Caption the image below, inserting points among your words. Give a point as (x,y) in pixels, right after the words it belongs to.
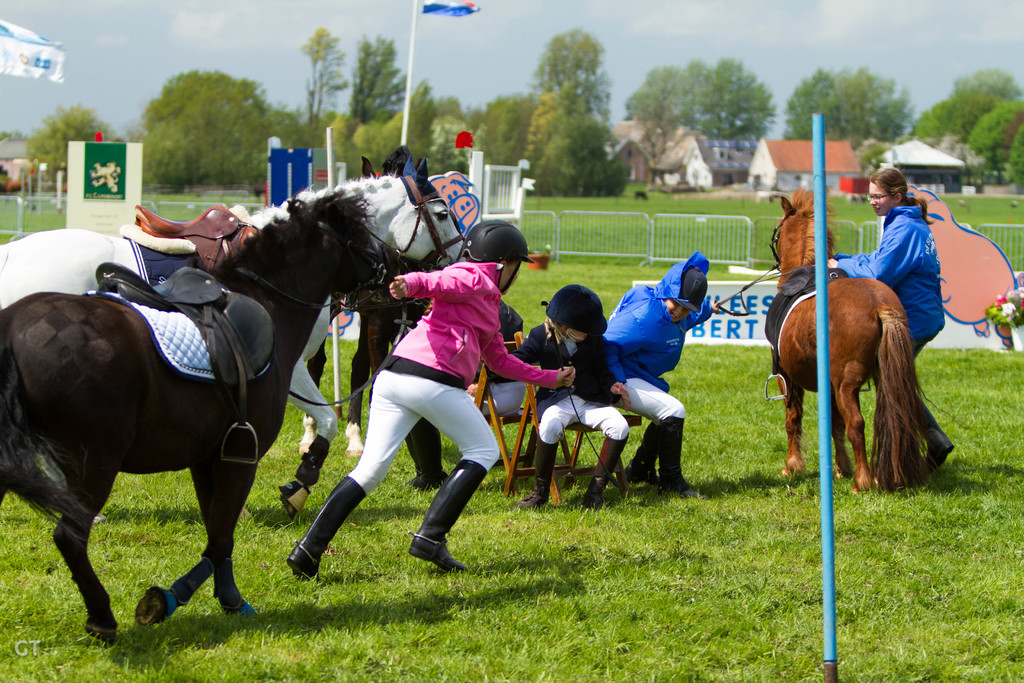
There are four horses (793,316). These are kids (589,351) sitting on the chairs (584,428). One person (465,422) is running and the person (853,256) is standing. This is the grass (691,533). This is a barricade (617,224). At background (488,147) I can see trees (537,127) and houses (755,146). Here I can see a small flower pot (1017,328). These are the flags (28,49) hanging to the pole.
